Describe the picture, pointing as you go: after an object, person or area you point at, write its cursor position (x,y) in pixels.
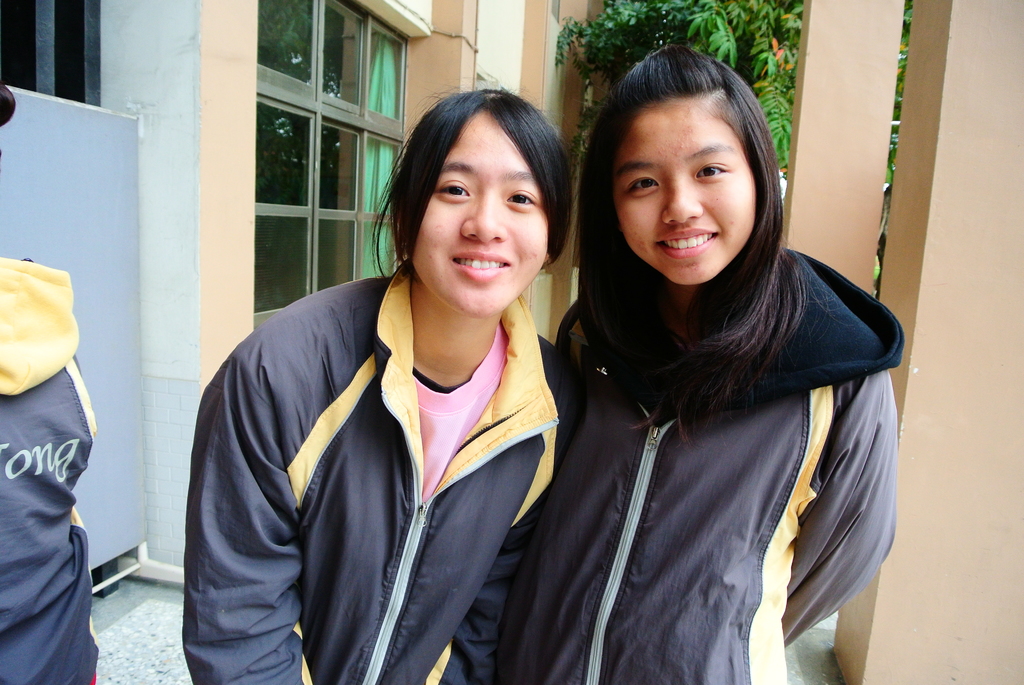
In this image we can see few people (559,521). There is a tree (765,41) in the image. There is a curtain (383,90) at the left side of the image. There is a window (390,146) in the image.
